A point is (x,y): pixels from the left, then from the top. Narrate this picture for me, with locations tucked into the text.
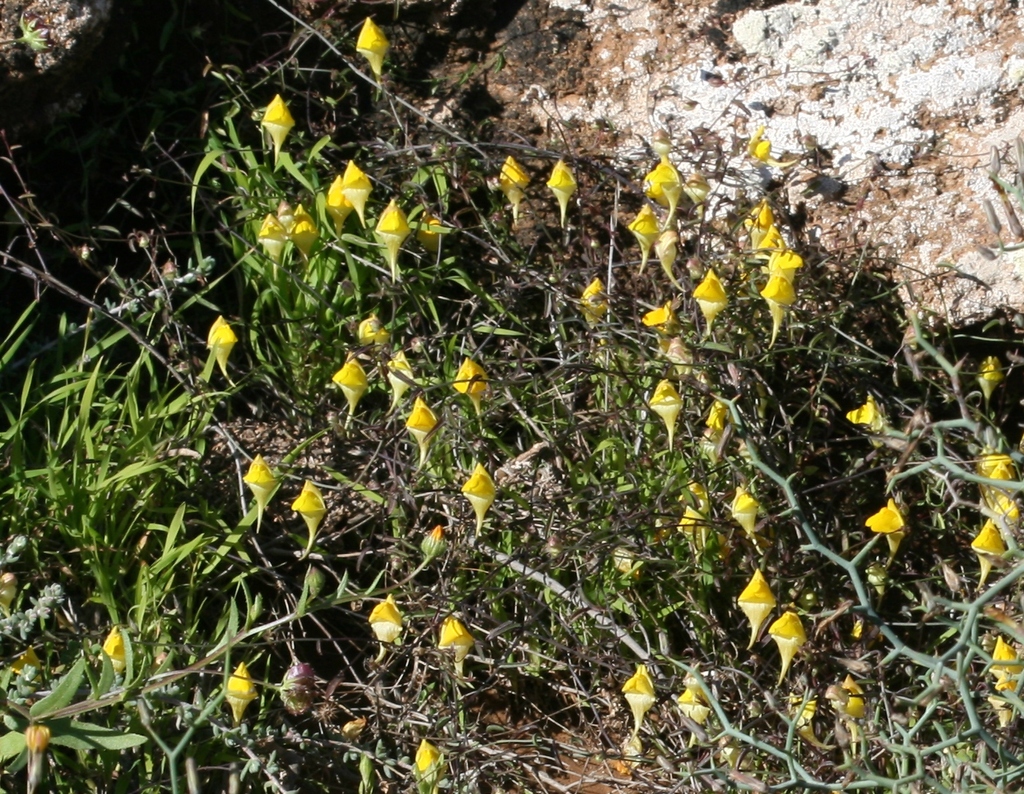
This image consists of a plant (481,391). It has green leaves (159,445) and yellow flowers (318,505).
